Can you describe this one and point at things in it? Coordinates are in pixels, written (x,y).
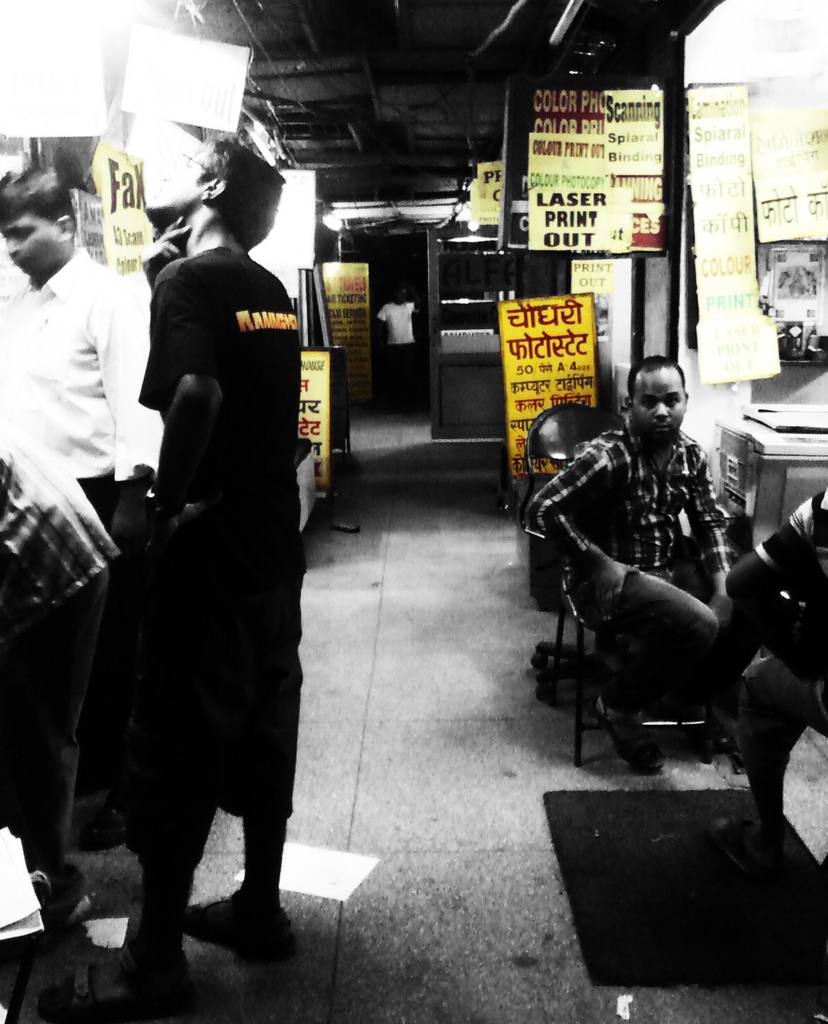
On the right side of the image (667,598) there are two persons (592,604) sitting on the chairs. Behind them there is an object (755,460). On the left side of the image (157,582) there are three people (235,573) standing on the floor (207,887). In the background of the image (117,209) there are display boards (532,222) and lights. At the bottom of the image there is a mat (750,804) on the floor (495,842).
